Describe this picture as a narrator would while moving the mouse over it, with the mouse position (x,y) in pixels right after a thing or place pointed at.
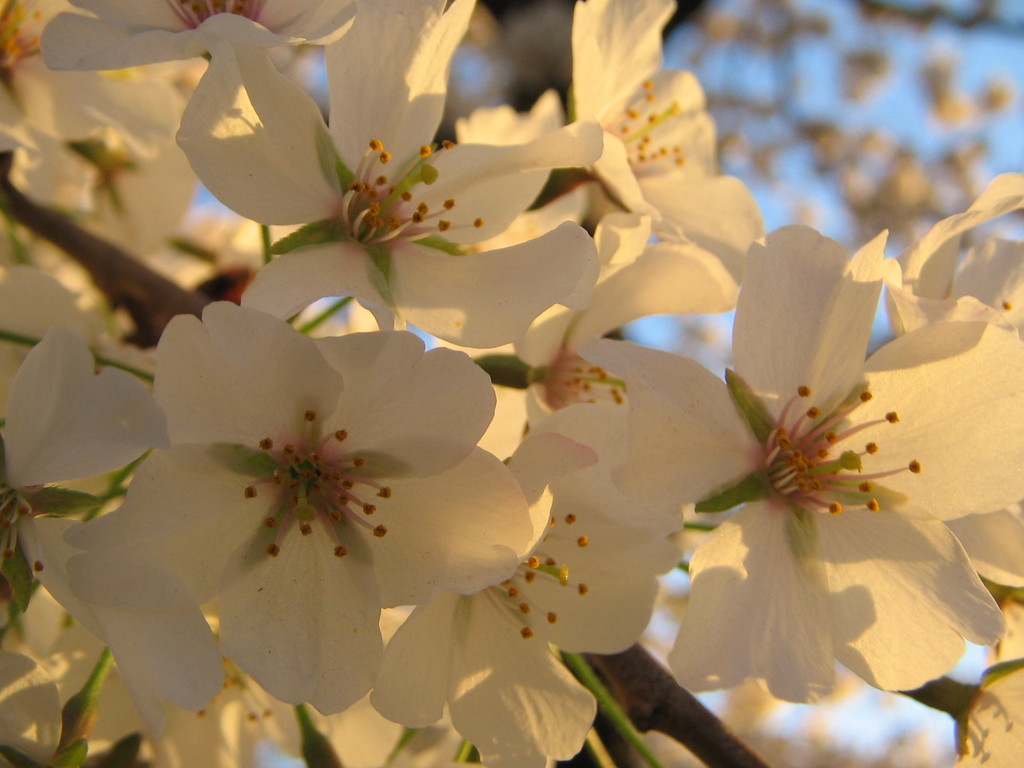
In this image in the foreground (69,547) there are some flowers (407,370), and in the background (795,191) there is sky (822,201) and flowers (868,77).
